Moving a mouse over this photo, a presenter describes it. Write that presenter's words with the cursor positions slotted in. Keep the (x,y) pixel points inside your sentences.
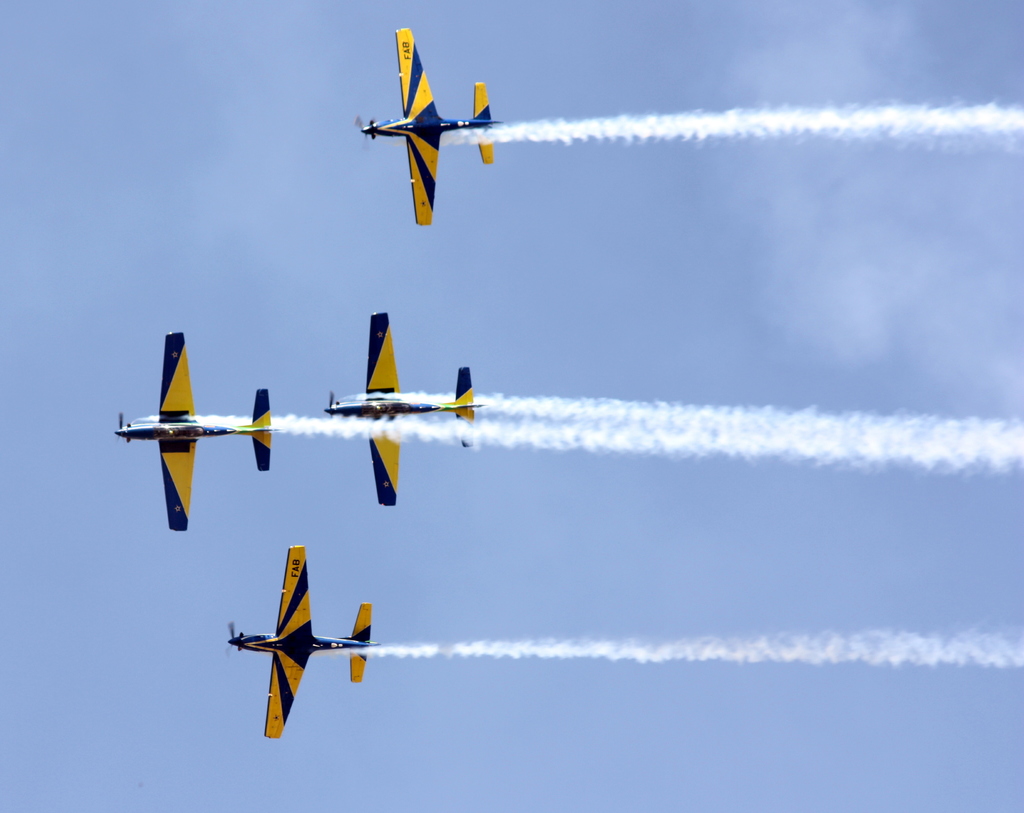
In this picture we can see the black and yellow color four aircrafts (394,363) are flying in the sky (430,387). Behind there is a white smoke (979,436).
